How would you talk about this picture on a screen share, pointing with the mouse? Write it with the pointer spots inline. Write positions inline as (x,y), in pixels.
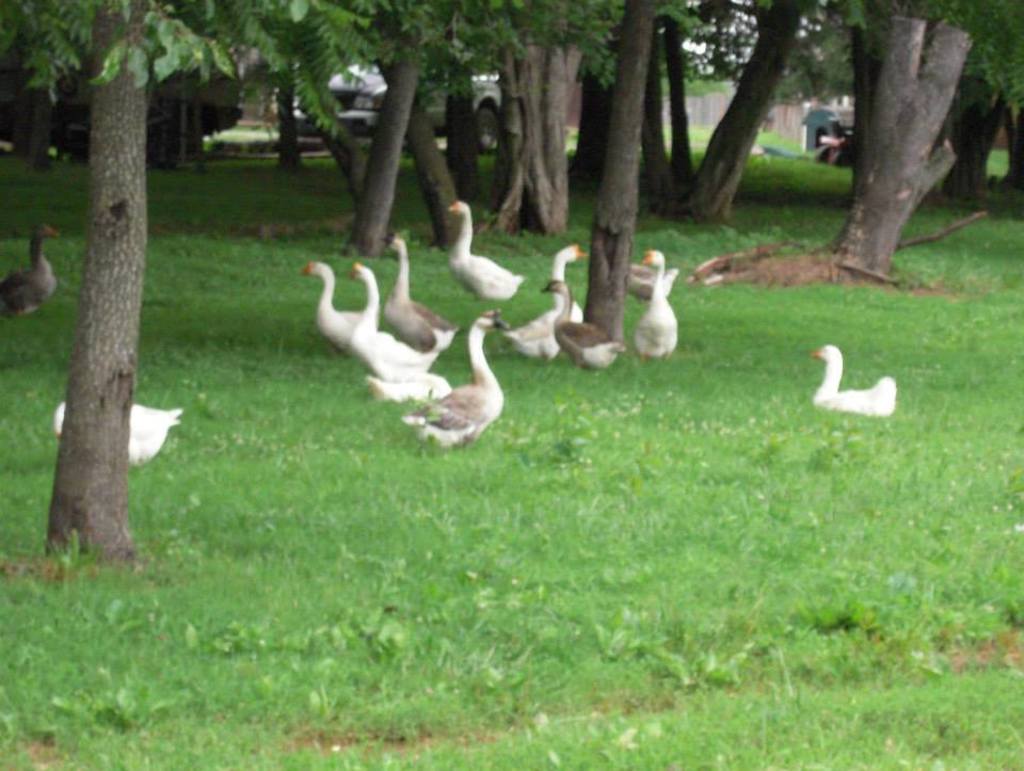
In this image we can see ducks (444,337) on the grassy land (424,557). Behind trees (397,127) and cars (363,103) are present.
